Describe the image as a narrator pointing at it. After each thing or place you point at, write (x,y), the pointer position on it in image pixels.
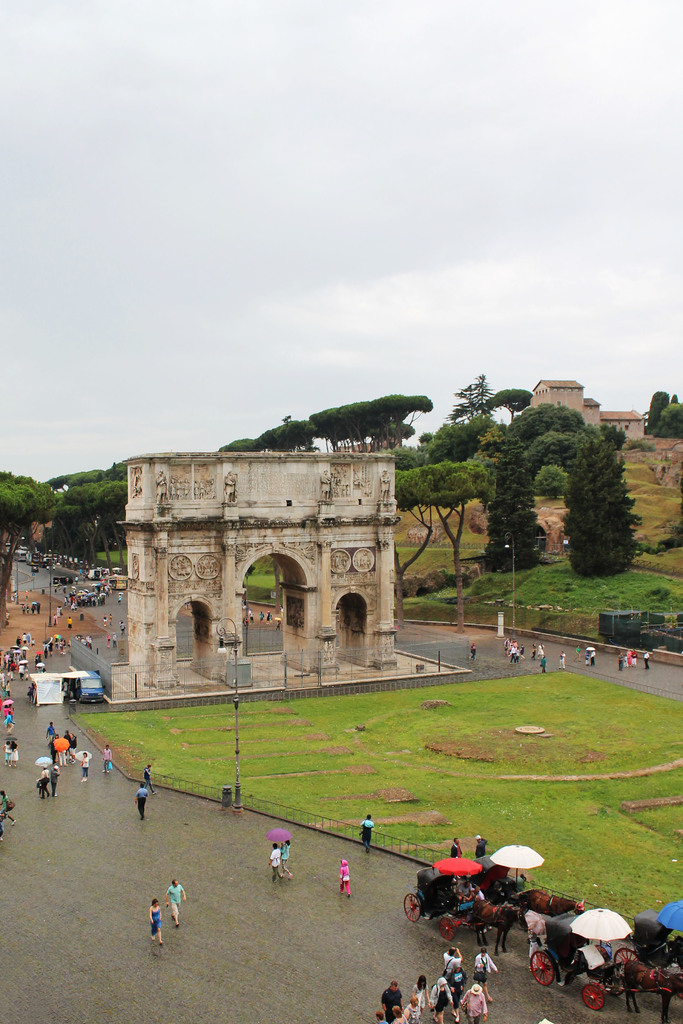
In the image there is a monument (385,612) and in front of the monument (389,621) there is a garden (334,823). Around that area (204,757) there are many people (471,648) moving and there are also few horse carts (434,882), in the background (31,521) there are plenty of trees (454,451) and on the right side (557,389) there is a building (580,412).
